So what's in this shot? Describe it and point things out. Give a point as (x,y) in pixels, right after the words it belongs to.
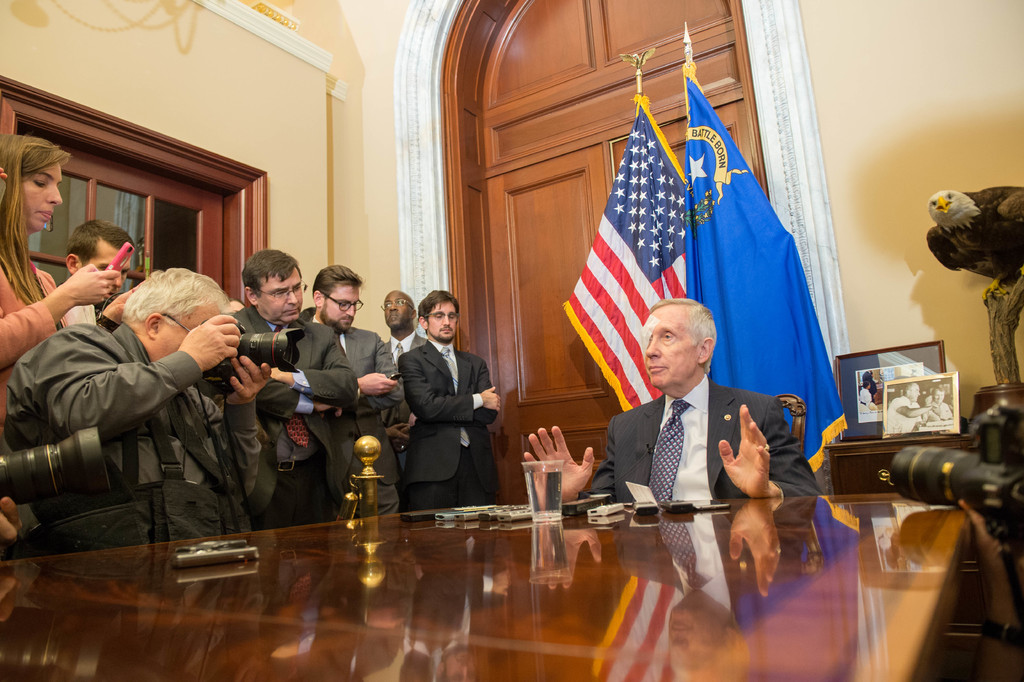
In this picture we can see a person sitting on a chair (797,430). There is a phone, wallet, glass (533,506) and other objects (648,498) on the table (629,650). We can see some people (267,475) standing on the left side (304,285). There are few people (165,365) holding cameras (225,361) in their hands (208,362). A woman (7,422) is holding a phone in her hand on the left side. There are frames (915,357) on a wooden desk (924,445). We can see an idol (967,229) on the right side (933,246). There are two flags (587,333) and an arch (475,17) in the background (425,210).
